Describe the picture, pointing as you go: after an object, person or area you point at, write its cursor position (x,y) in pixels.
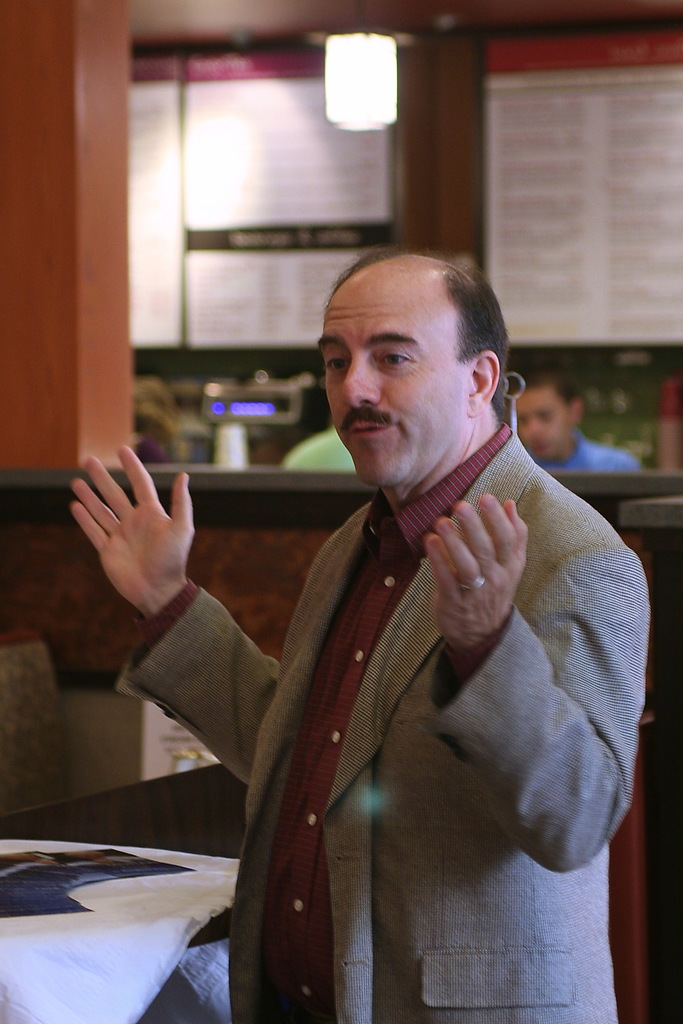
In this image we can see a person (549,635) wearing suit (393,844), standing and at the background of the image (67,400) there are some persons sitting and there is wall (62,343).
